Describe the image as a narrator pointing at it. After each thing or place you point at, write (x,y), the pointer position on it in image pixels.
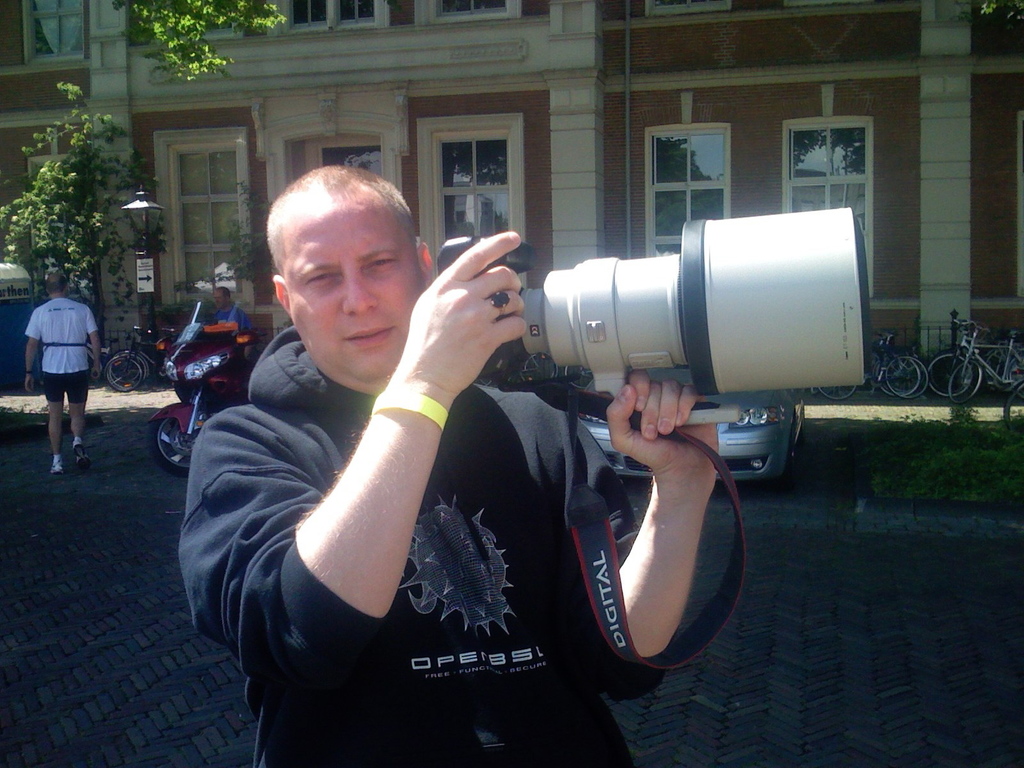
In this picture there is a man (466,447) who is holding the camera (556,353). In the back (221,291) there is a man (222,291) who is sitting near to the bicycle (129,361) and window (223,270). On the left (80,313) there is a man (88,386) who is wearing white t-shirt (60,332), short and shoes (54,467). He is walking on the street (92,510), beside him I can see the red color bike (200,387). On the right (795,451) there is a car (750,410) which is parked near to the road (775,582), beside that I can see many bicycles (957,354) which are placed near to the wall (916,232) and windows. In the top left (160,29) I can see the trees (78,152) and street lights (149,196).
